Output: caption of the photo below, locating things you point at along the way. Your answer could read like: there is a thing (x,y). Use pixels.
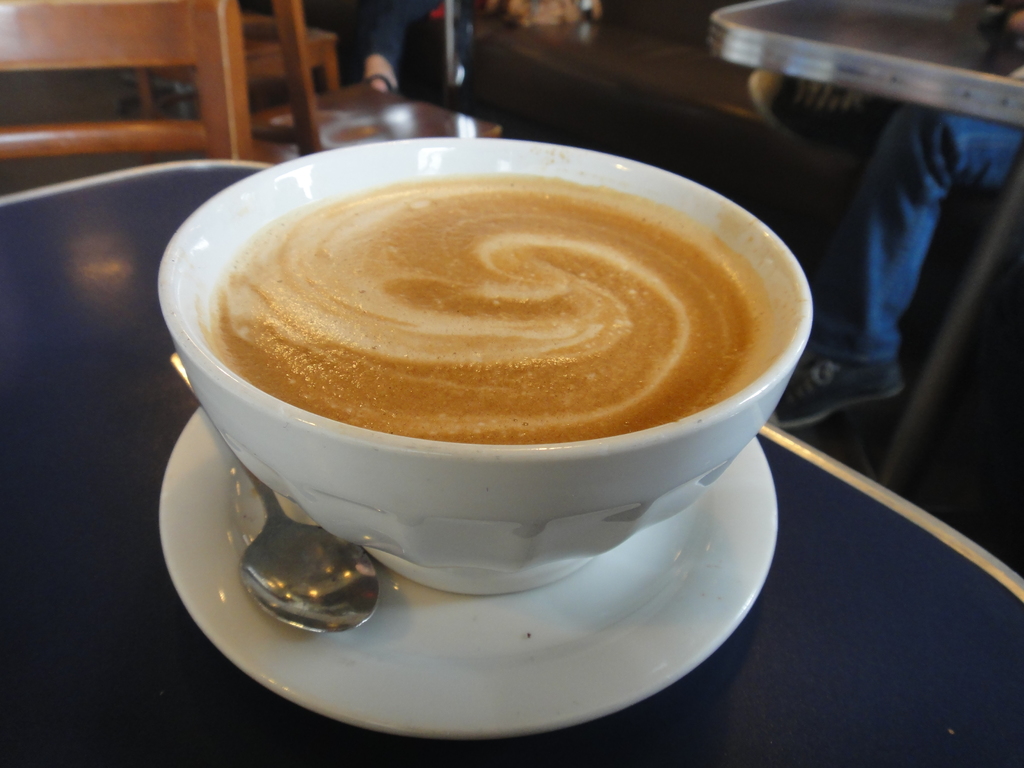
In this picture there is a cup (514,502) filled with coffee (480,431) with a spoon (340,568) and a saucer (308,650) kept on the table (98,334).
